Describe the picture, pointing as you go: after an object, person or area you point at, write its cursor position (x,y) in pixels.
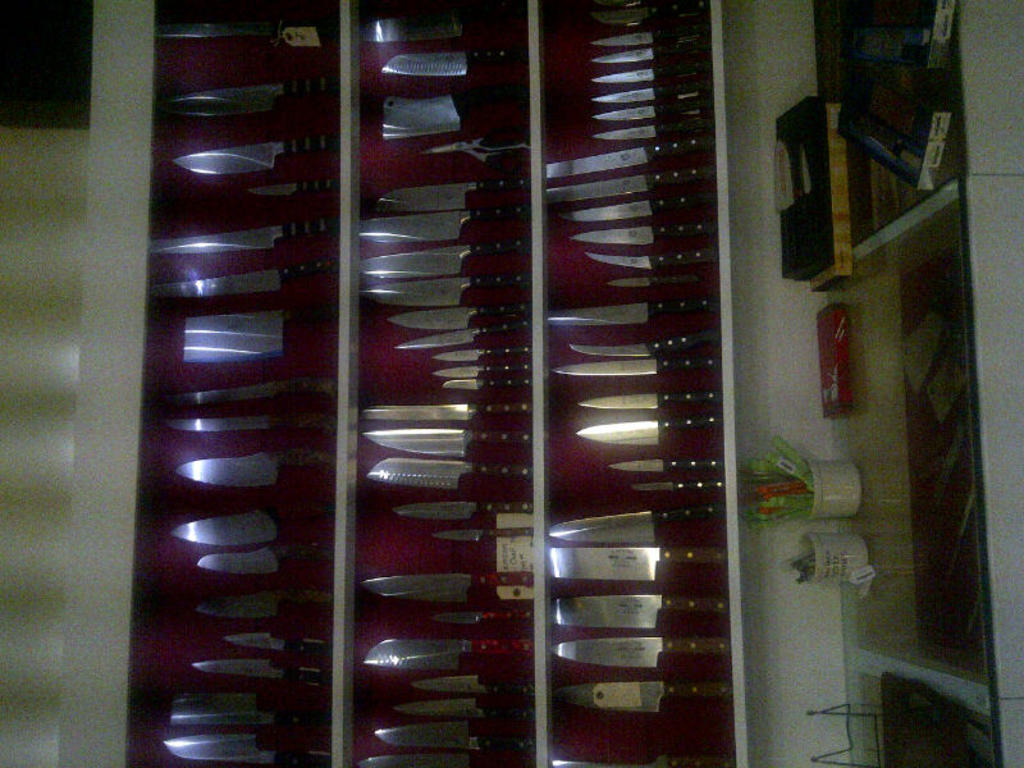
In the image there are many different sizes of knives (644,15) to the wall (622,270), in the front (853,545) there is table (918,491) with cups (841,537) and boxes (830,355) on it, this is a vertical image.
